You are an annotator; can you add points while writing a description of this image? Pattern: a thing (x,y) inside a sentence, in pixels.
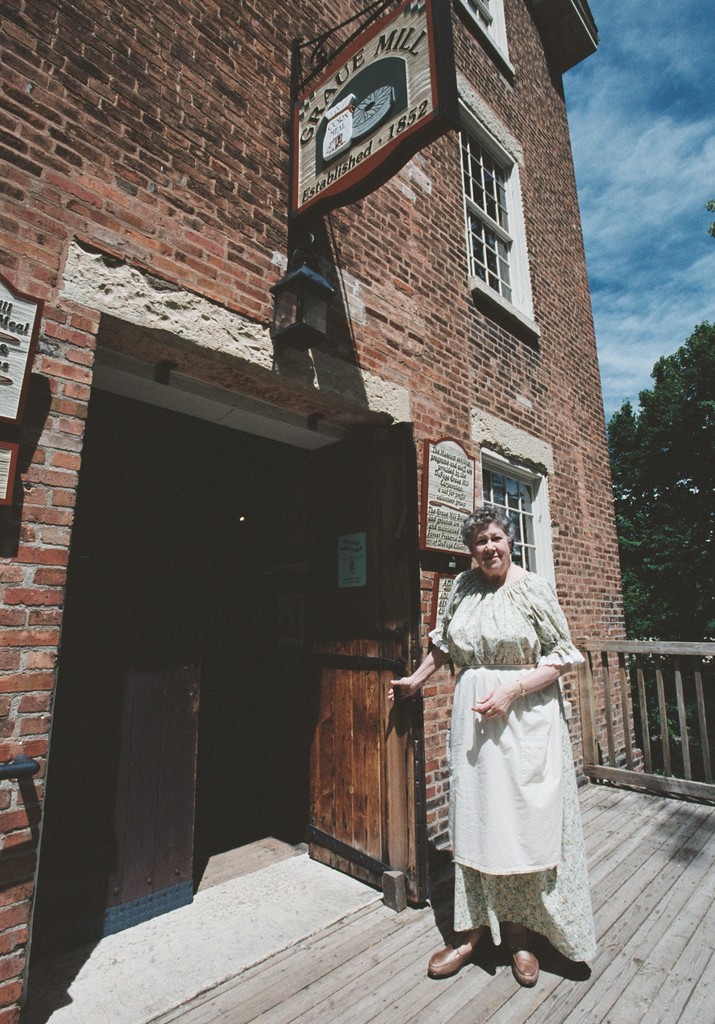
There is a woman (539,650) standing on the floor (359,993). Here we can see a building (480,340), door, boards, windows (470,125), fence (713,794), and trees (669,452). In the background (655,325) there is sky (700,136).
